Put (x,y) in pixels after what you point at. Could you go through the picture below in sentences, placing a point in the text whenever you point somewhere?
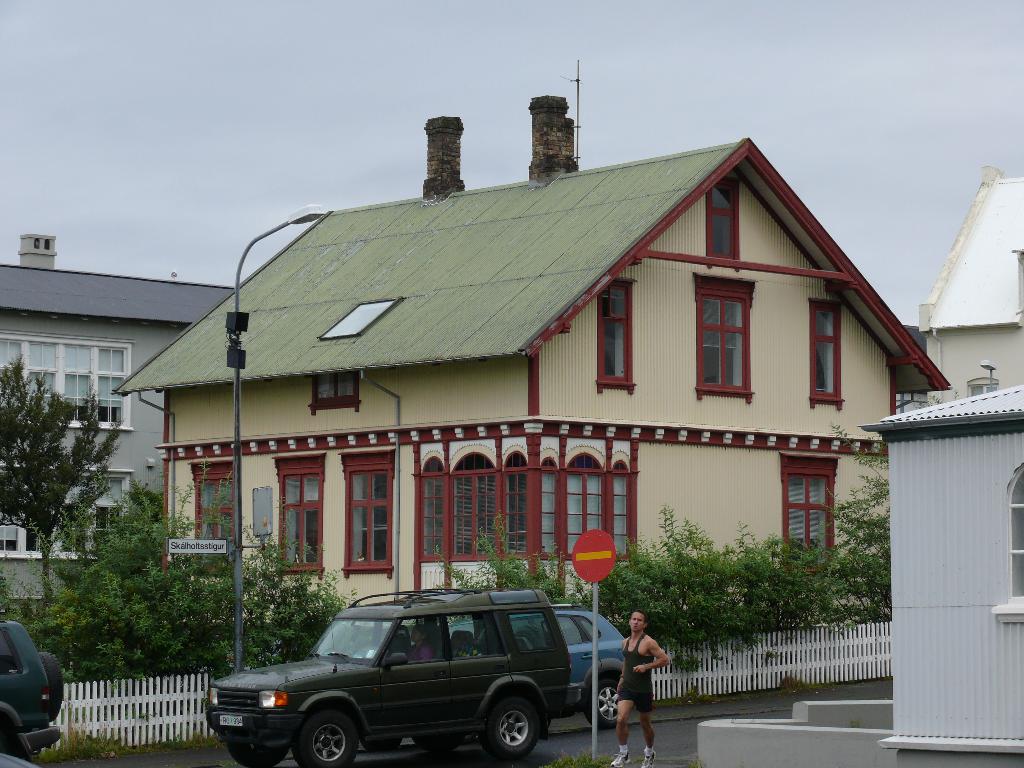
In this image, we can see some buildings (479,327) and plants (744,577). There is a person (646,648) and sign board (584,551) at the bottom of the image (651,723). There are vehicles (544,668) in front of the fencing (181,719). There is a pole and tree (30,427) on the left side of the image (11,447). There is a sky (562,59) at the top of the image (562,59).
